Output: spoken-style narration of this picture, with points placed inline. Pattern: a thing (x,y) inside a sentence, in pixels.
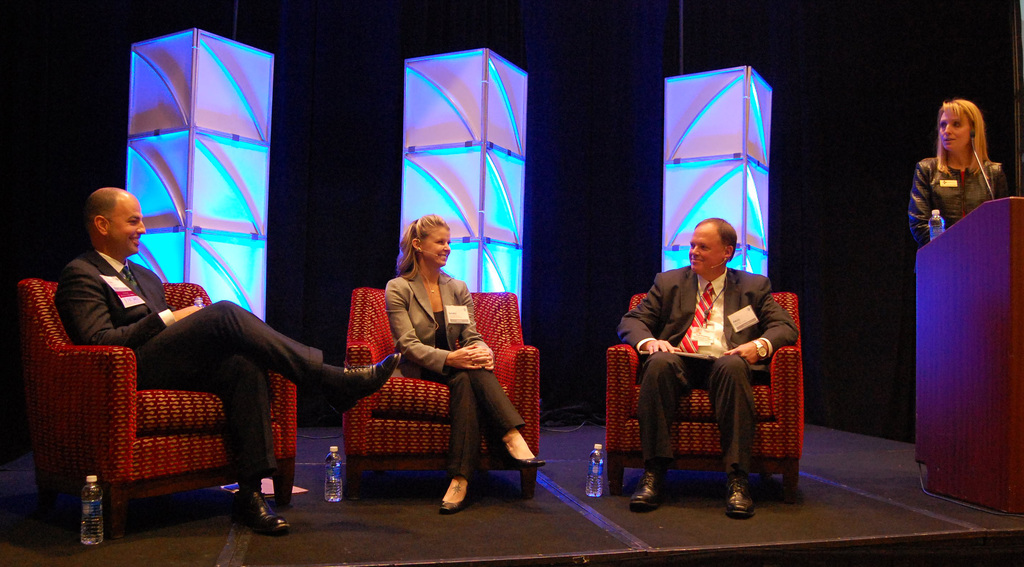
In the image there are three people (734,320) sitting on the chairs (136,364). Beside them on the floor (337,516) there are water bottles (85,513). On the right side of the image (1008,235) there is a podium (1011,218) with mic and a bottle (940,231). Behind the podium (972,233) there is a lady (955,159) standing. Behind them there are pillars (179,99) with lights (675,155). And there is a dark background (865,118).
